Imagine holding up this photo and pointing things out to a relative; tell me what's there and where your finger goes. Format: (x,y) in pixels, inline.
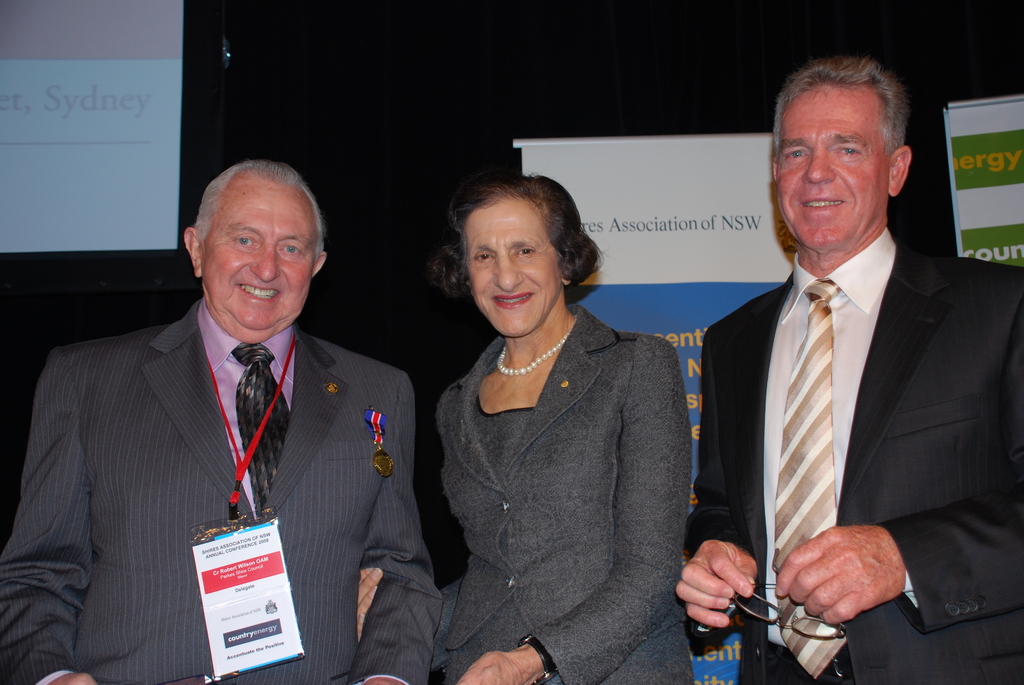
In this image there are two men (832,331) and a woman (598,367) standing, the man (803,438) is holding a spectacle (812,631), there are boards (701,275) behind the persons (639,401), there is text (689,364) on the boards (970,136), there is a screen (102,130) towards the left of the image (66,133), there is text (67,110) on the screen (84,99), the background of the image (430,124) is dark.
